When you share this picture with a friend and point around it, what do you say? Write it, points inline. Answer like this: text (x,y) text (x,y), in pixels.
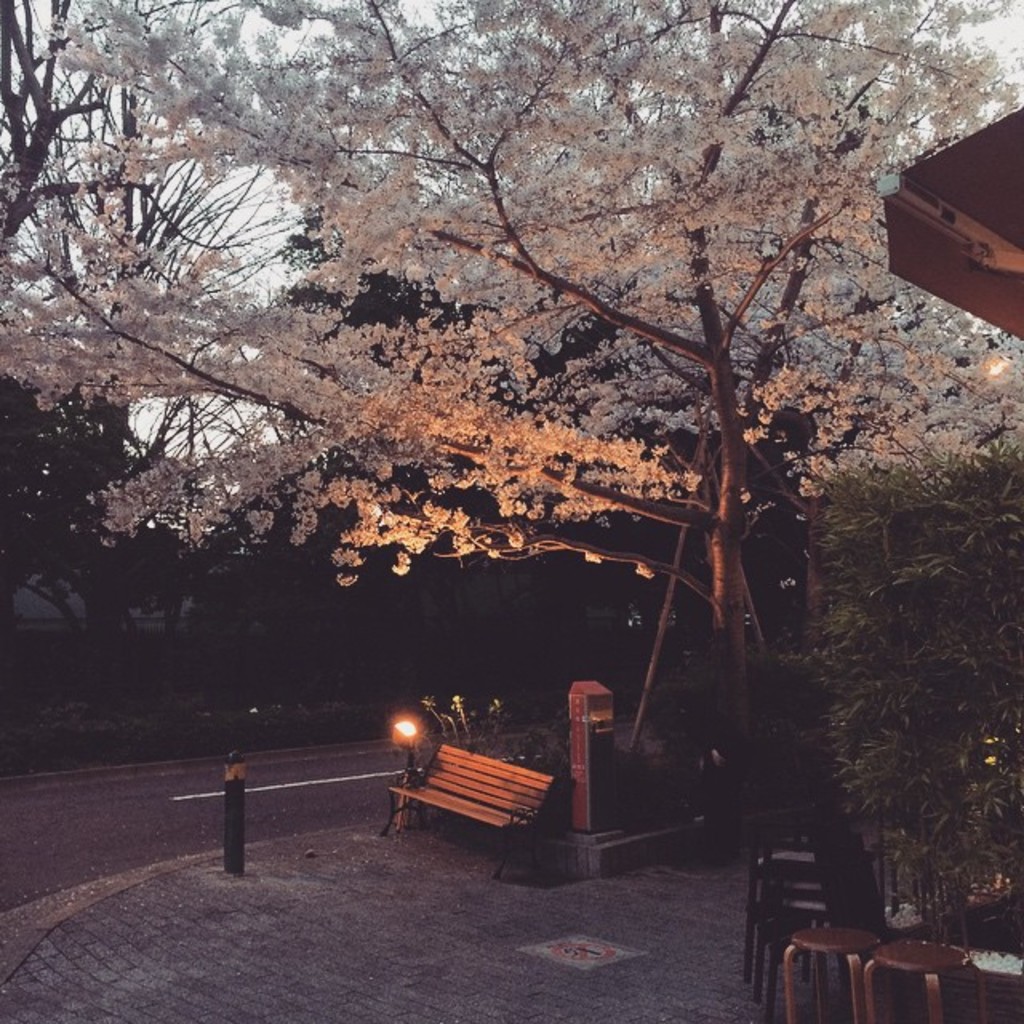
This image is clicked on the road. In the front (489,784), there is a bench (515,794) along with the light (414,757). In the background (783,553), we can see many trees (731,549). On the left (79,825), there is a road (106,843). On the right (900,607), there are stools (790,962) and plants (933,792). At the top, there is a sky (248,199). On the right (939,247), there is a roof (908,246).
